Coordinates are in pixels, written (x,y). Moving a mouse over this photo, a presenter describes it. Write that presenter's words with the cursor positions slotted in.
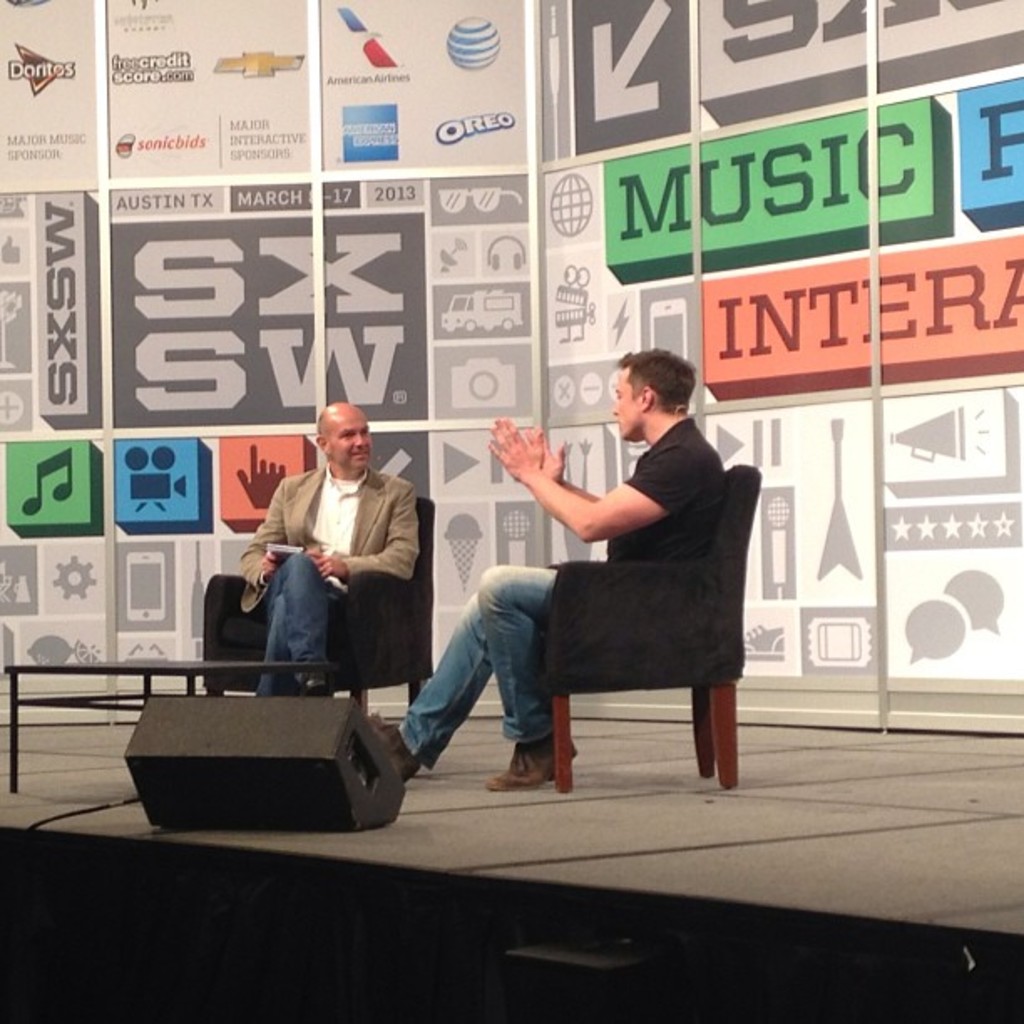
In this image we can see a two persons (671,364) sitting on a chair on the stage (770,787). They are having a conversation. In the background (512,417) we can see a hoarding (372,313).
